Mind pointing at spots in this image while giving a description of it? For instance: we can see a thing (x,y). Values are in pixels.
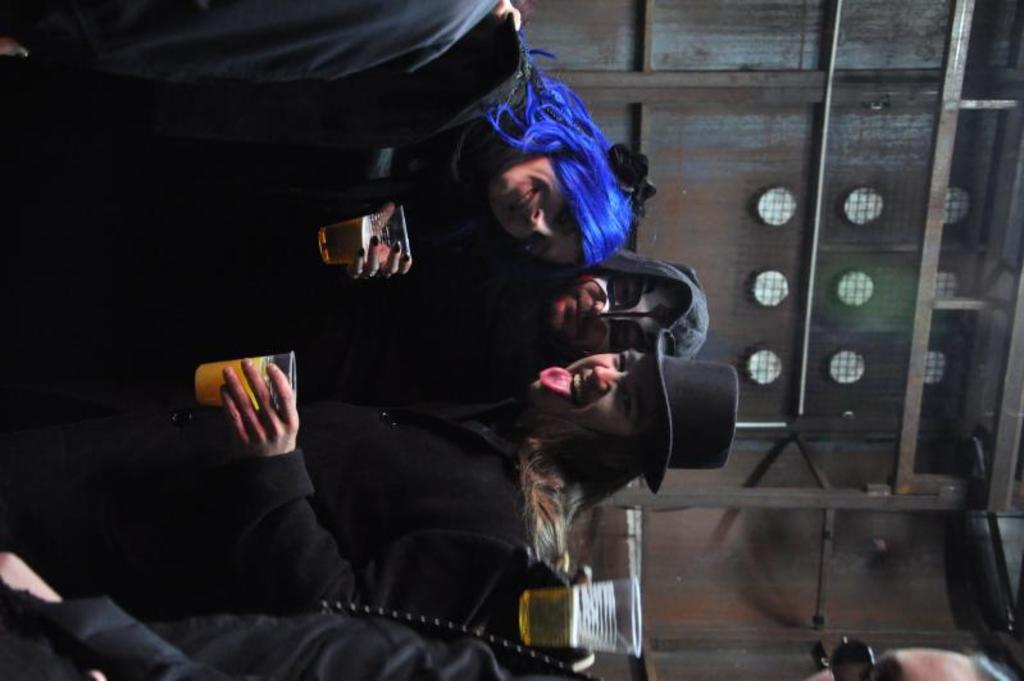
In this image we can see the people (283,216) standing and holding the glasses (544,592). In the background (928,176) we can see some rods (742,506) and also the wall (868,606).
